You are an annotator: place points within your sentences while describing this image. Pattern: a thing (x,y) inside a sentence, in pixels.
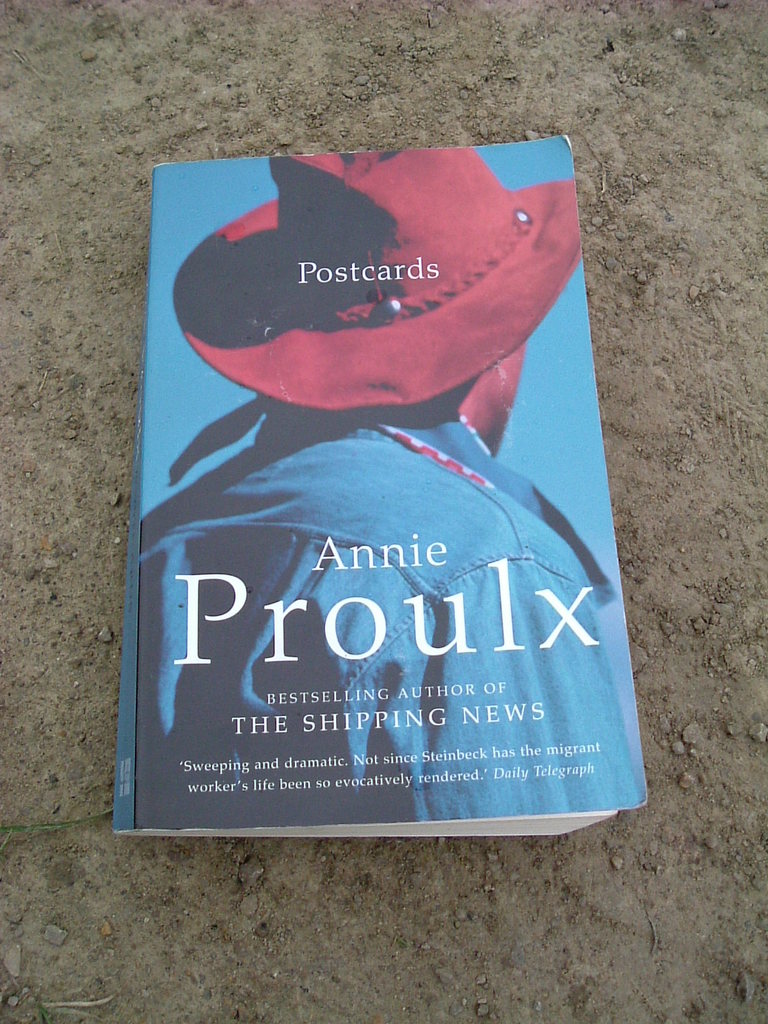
In the image there is a book (228,698) on the land (672,437).
